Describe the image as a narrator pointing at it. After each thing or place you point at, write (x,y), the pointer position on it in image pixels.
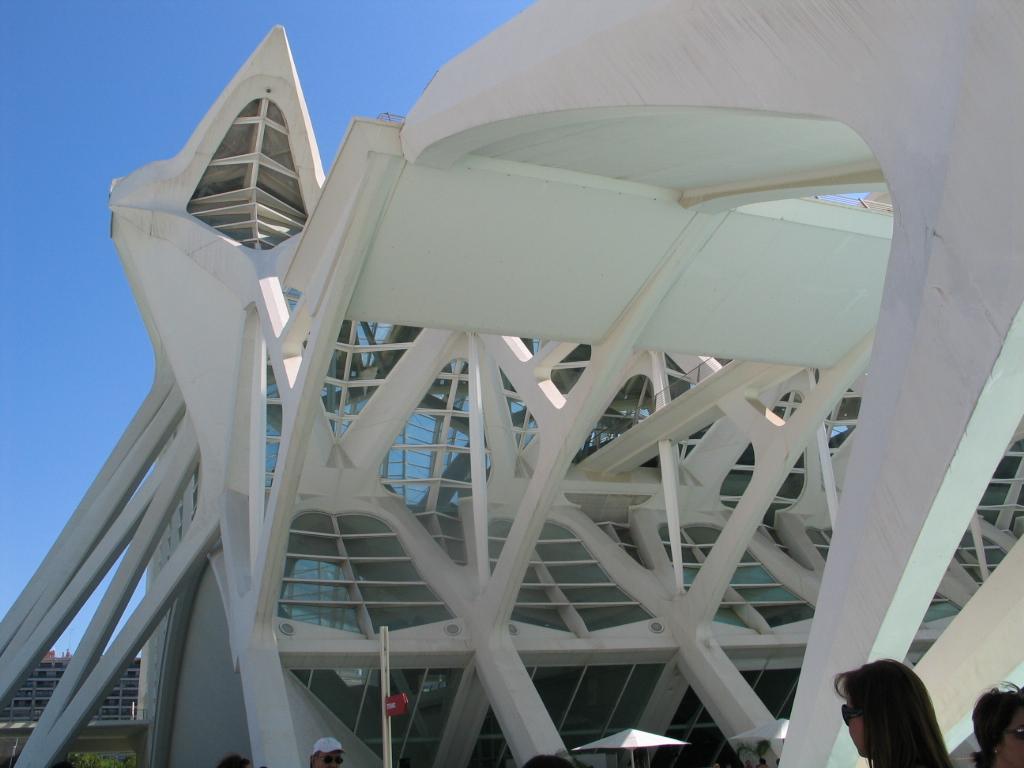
In this image we can see buildings (510,463), poles (388,660), parasols (640,743), persons (918,732) and sky (90,380) in the background (90,380).
